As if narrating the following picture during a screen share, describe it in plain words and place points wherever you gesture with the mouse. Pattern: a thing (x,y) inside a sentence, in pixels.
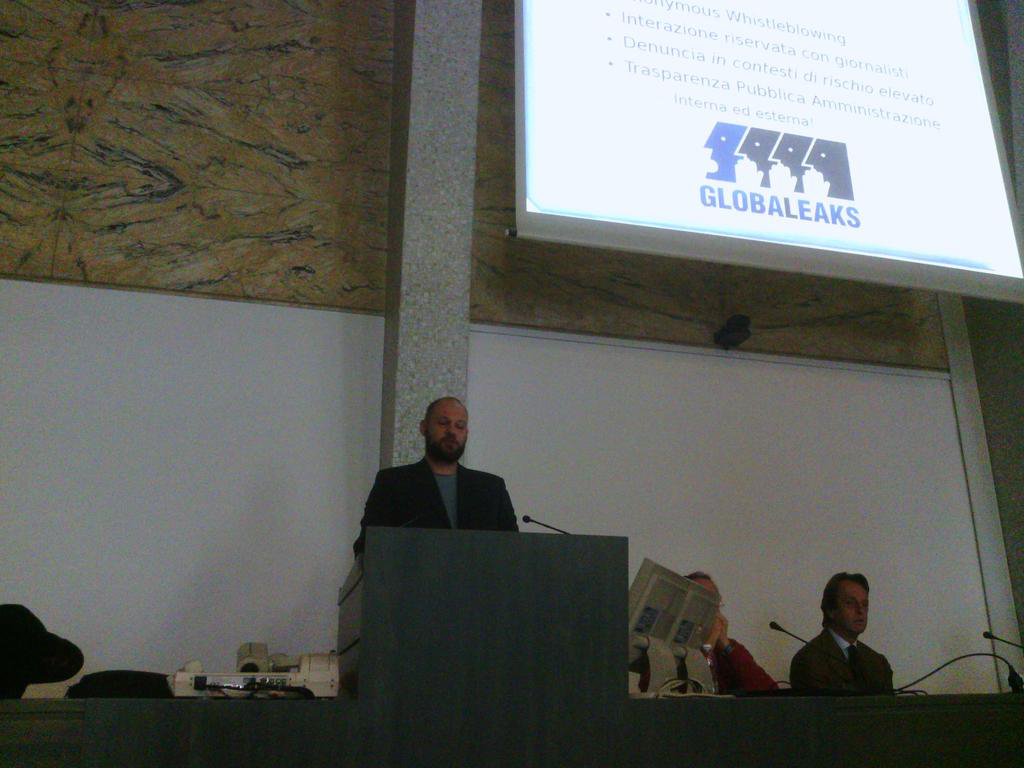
In this image we can see the person (452,523) standing in front of the podium (445,644) and there are microphones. And there are a few people (841,657) sitting on the chair (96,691) and the object (333,688) looks like a printer (248,685). And at the back (397,265) we can see the wall (383,260) and pillar (431,255). And there is the screen (764,94) with text (776,203) and image (787,185).
